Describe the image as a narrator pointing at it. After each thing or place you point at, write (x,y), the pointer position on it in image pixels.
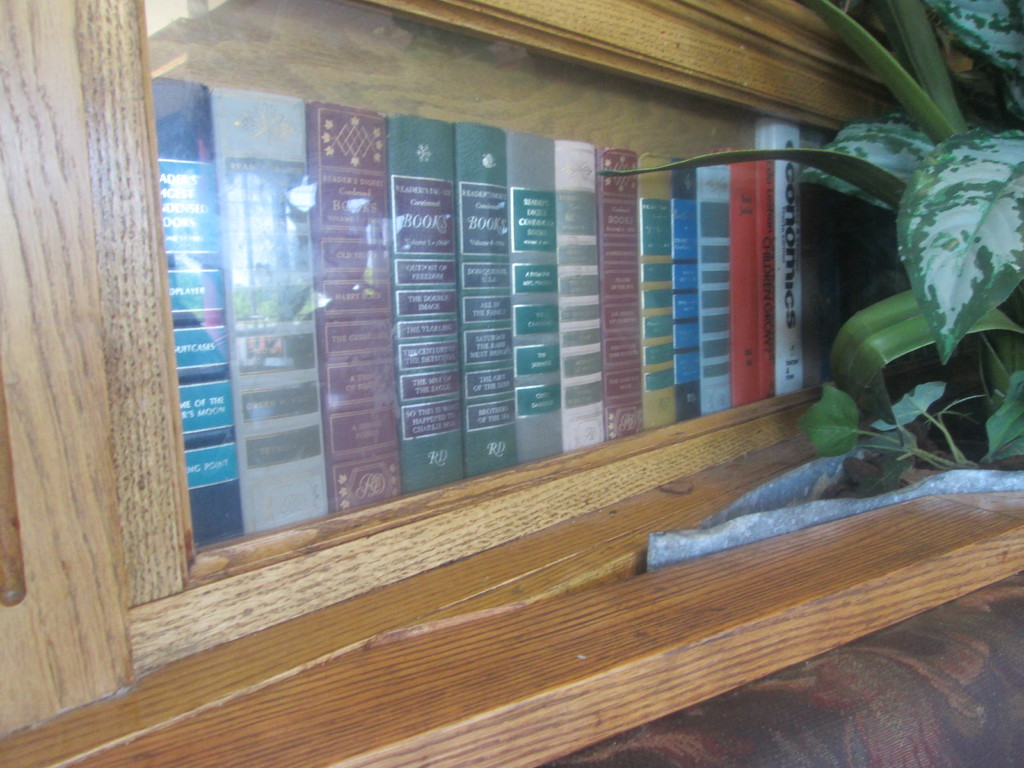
In this picture there is bookshelf (600,497) in the center of the image (488,428), in which there are books (564,416) and there is a plant (924,405) on the right side of the image (936,343).
